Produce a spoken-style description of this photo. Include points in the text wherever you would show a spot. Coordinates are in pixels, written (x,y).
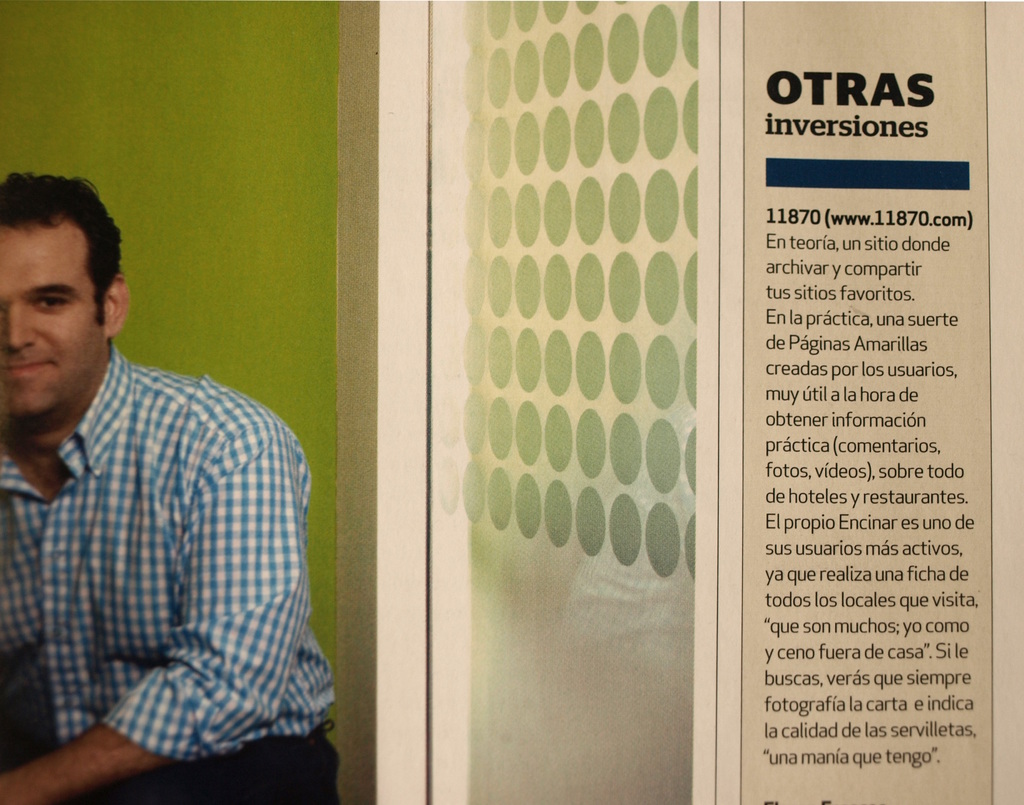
On the right side of the image (839,317) we can see text (824,313). On the left side of the image (165,168) we can see wall (200,270) and person (132,463).
